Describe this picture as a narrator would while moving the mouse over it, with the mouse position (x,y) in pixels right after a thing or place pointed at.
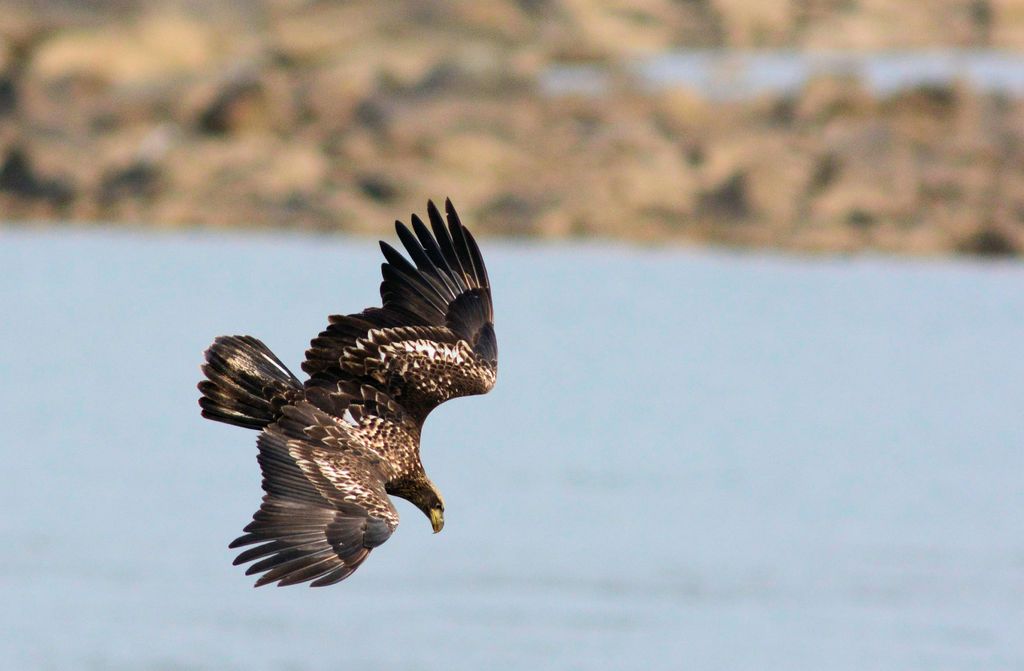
In this image there is an eagle (382,414) flying in the air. At the bottom (669,510) there is the water (69,450). At the top (500,61) there is the ground (463,68). the background (463,54) is blurry.
